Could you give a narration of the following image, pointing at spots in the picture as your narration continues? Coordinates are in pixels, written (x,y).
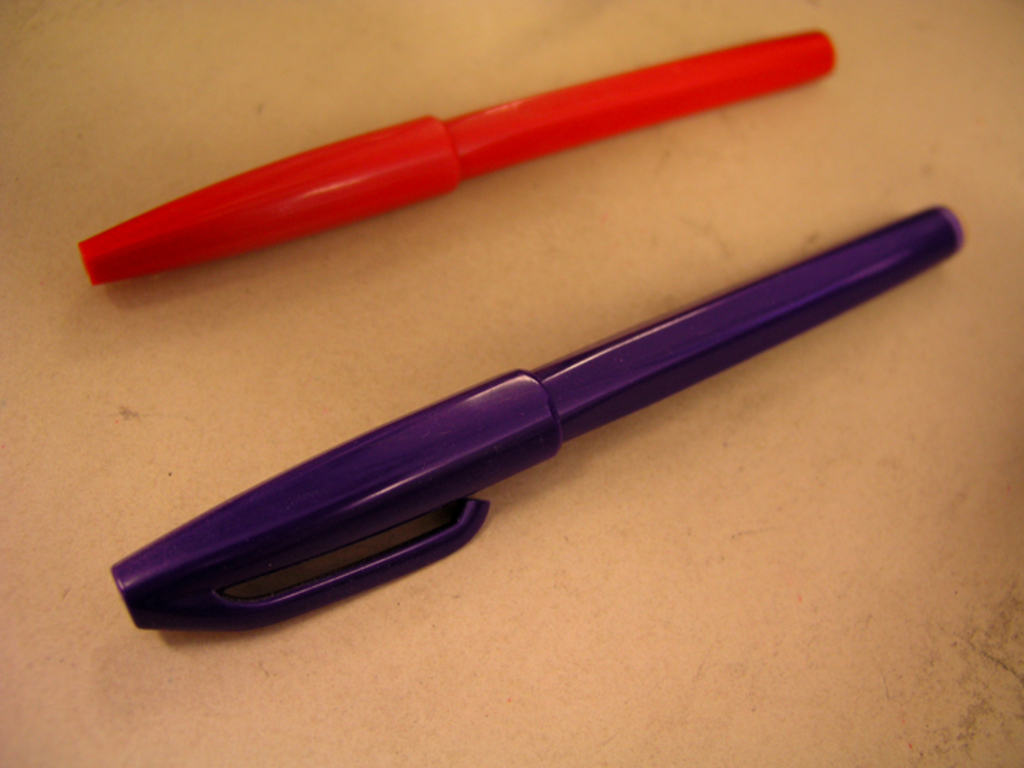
2 pens (874,247) are highlighted in this picture. One is in purple color and the other is in red color.
